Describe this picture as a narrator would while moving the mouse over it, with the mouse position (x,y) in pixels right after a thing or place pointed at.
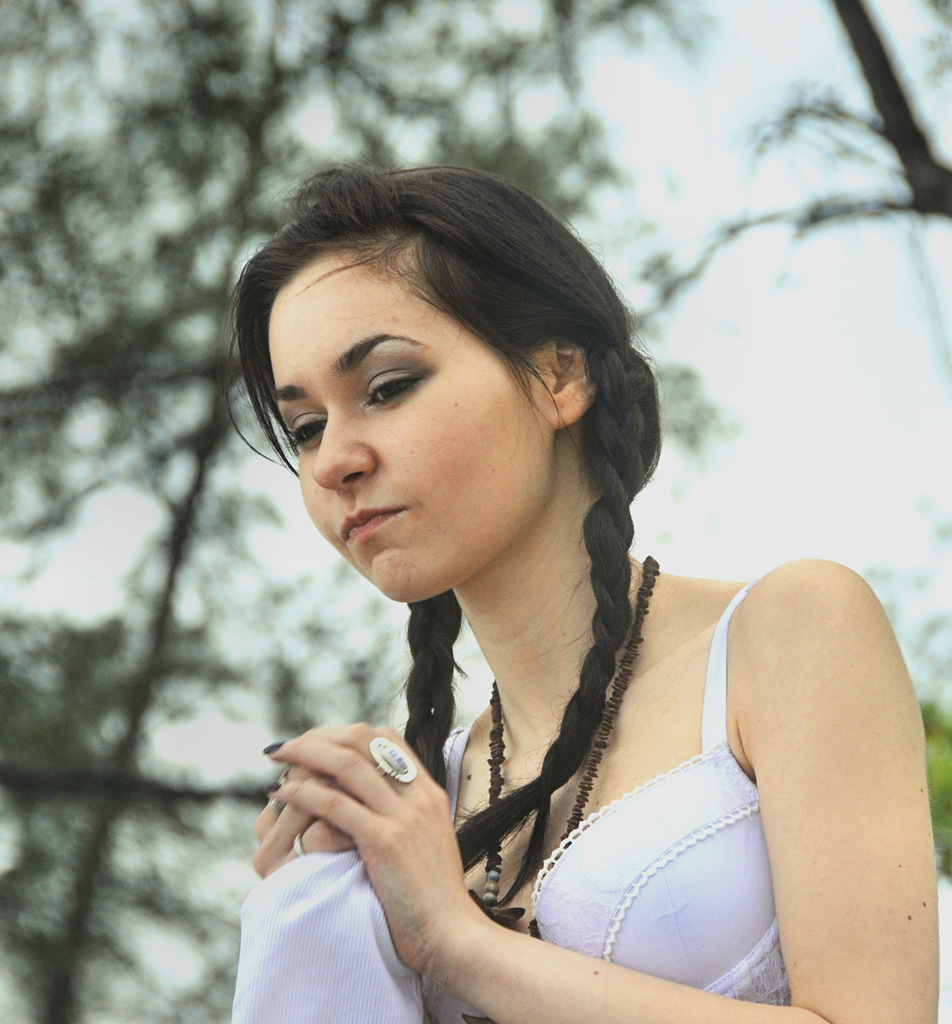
In this picture we can see a woman (788,964) holding a cloth (263,985) with her hands (284,836) and in the background (925,492) we can see trees (833,124), sky (927,466) and it is blurry.
